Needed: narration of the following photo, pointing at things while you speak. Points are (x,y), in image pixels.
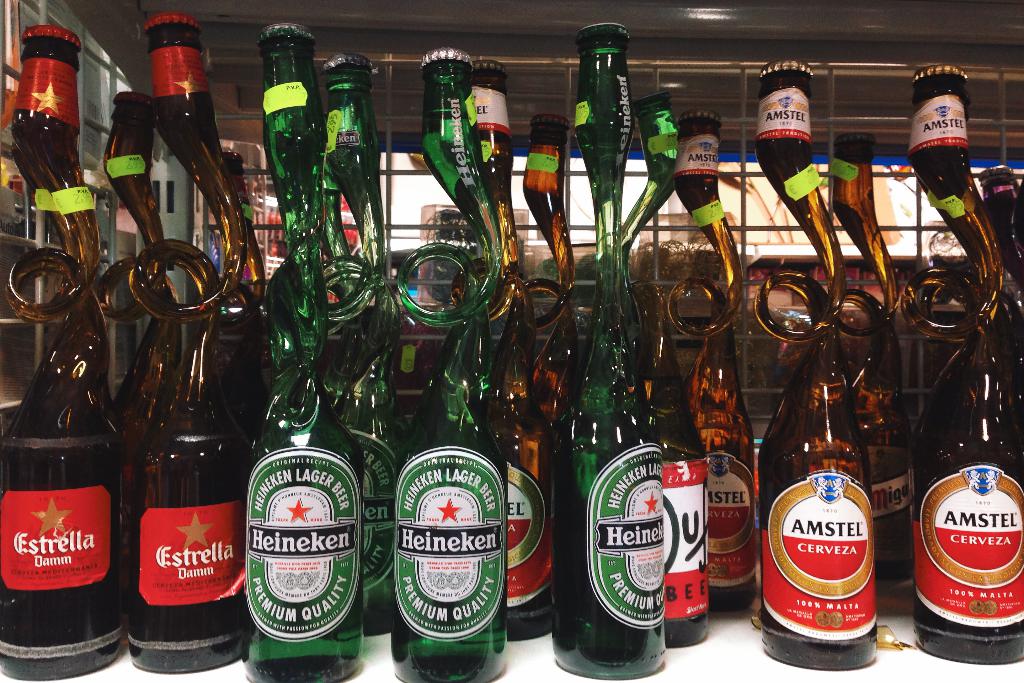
In this picture we can see couple of bottles (631,492) on the tables (751,655).
